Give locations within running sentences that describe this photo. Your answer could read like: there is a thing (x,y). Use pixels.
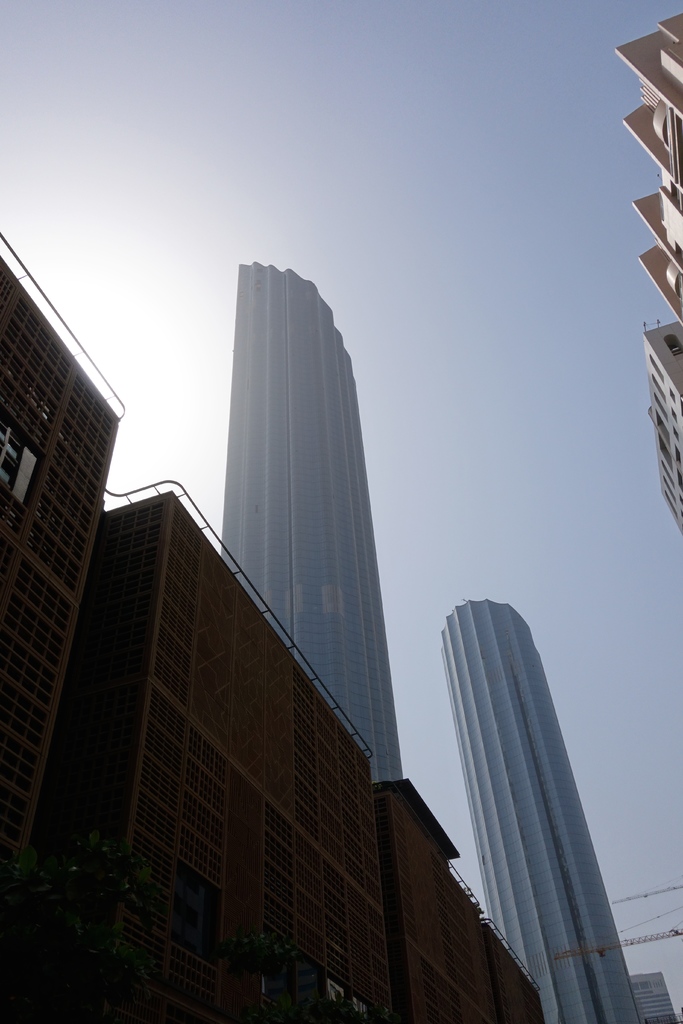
In this image we can see buildings (84,474), at above the sky (257,74) is in blue color.
